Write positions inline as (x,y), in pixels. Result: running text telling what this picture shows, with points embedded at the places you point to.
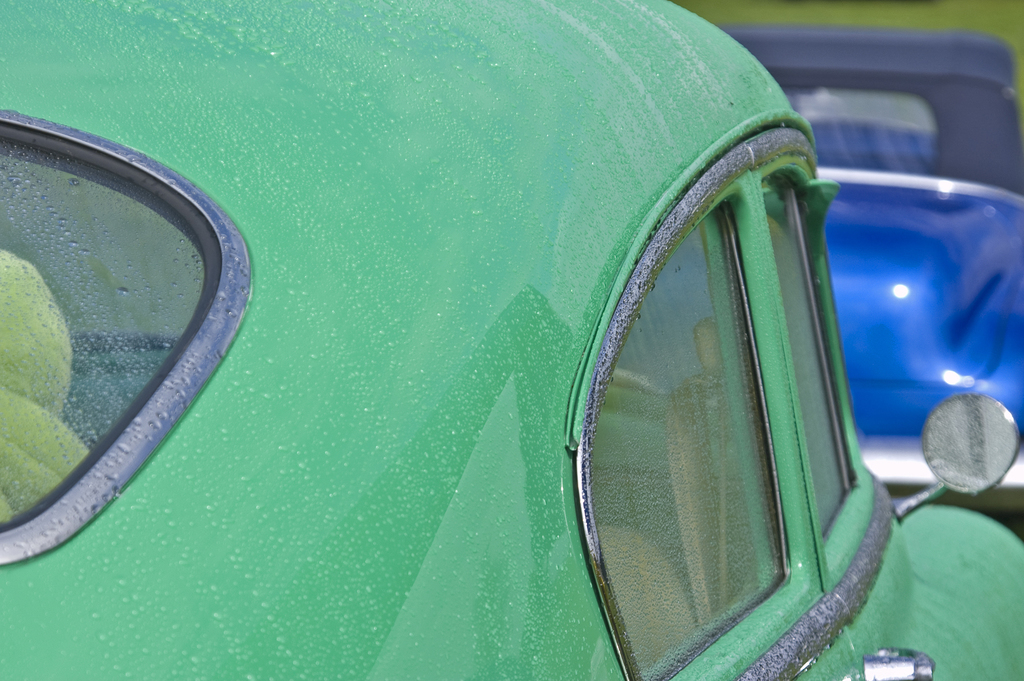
In this picture we can see the green color and the blue color vehicles (894,352) and we can see some other objects (933,424).
